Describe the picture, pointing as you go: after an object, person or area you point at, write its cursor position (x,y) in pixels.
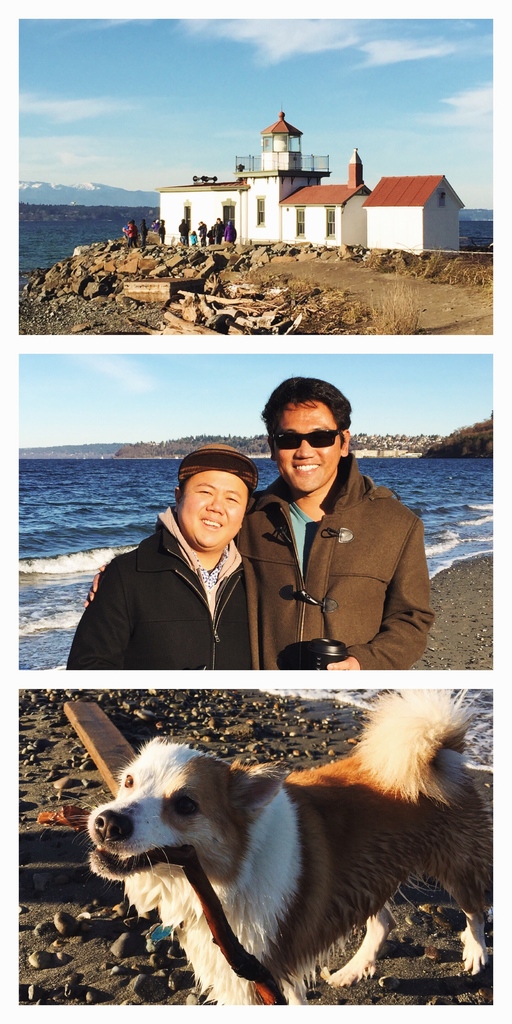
In this image there is a collage of 3 images. On the top (298,197) there is a building (309,204) and there are persons (222,224) in front of the building (276,213) and the sky (256,88) is cloudy and there is a water (87,232). In the middle (231,460) there are two persons (245,564) standing and smiling. In the background (59,529) there is a water (109,483) and the sky (133,407) is cloudy. At the bottom (291,885) there is a dog (286,887) holding an object (206,896) in its mouth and there is a water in the background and on the ground (197,722) there are stones (172,713).
